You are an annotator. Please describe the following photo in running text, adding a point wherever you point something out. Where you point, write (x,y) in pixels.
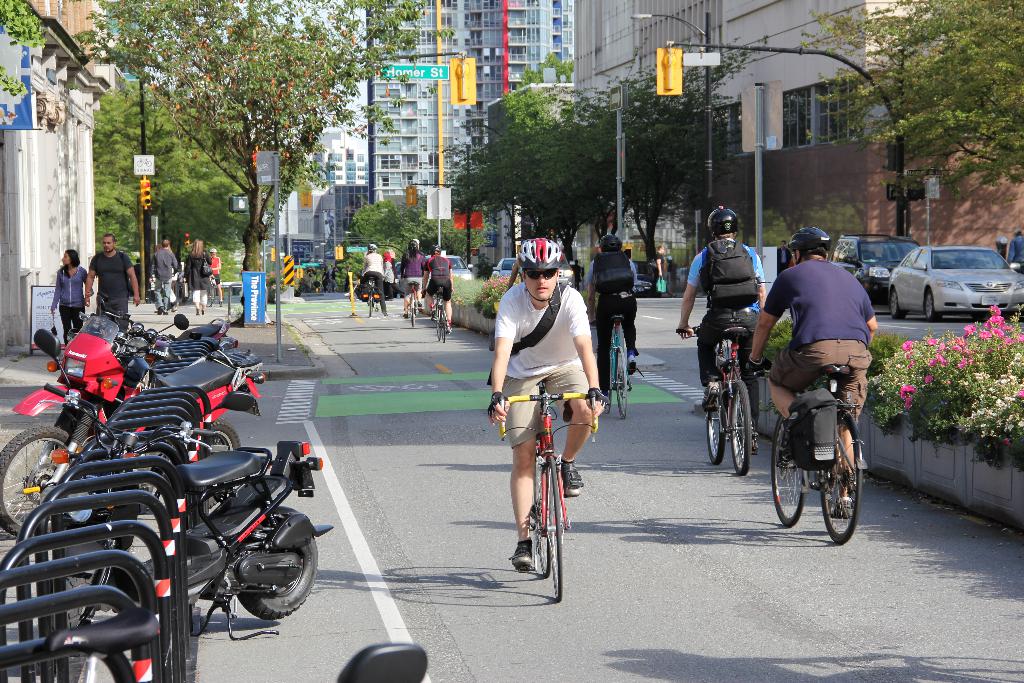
The picture is taken on a road (751,523). There are few people (586,366) riding bicycle (617,372) some of them are carrying backpacks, all of them are wearing helmets (545,253). There is a bike stand (155,497) in the left (143,541). in the right (936,308) few cars (939,249) are parked. in the background (290,56) there are trees (290,56), poles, and buildings (486,104).
